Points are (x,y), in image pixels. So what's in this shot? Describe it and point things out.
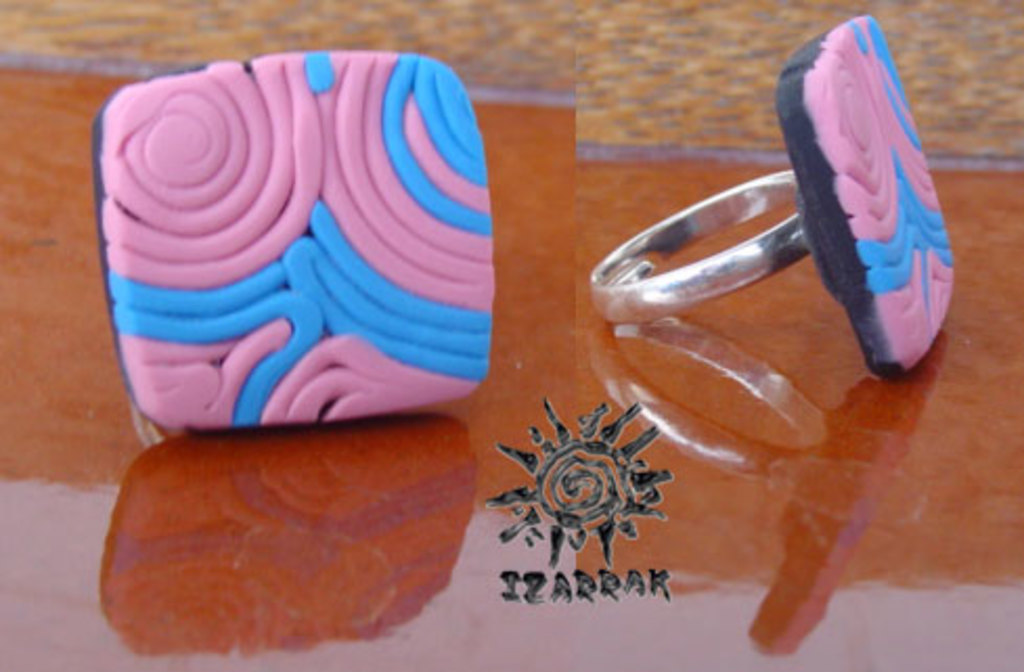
In the picture we can see a table (953,450) on it we can see two finger rings (173,308) with pink and blue color lines (857,186) on it.
